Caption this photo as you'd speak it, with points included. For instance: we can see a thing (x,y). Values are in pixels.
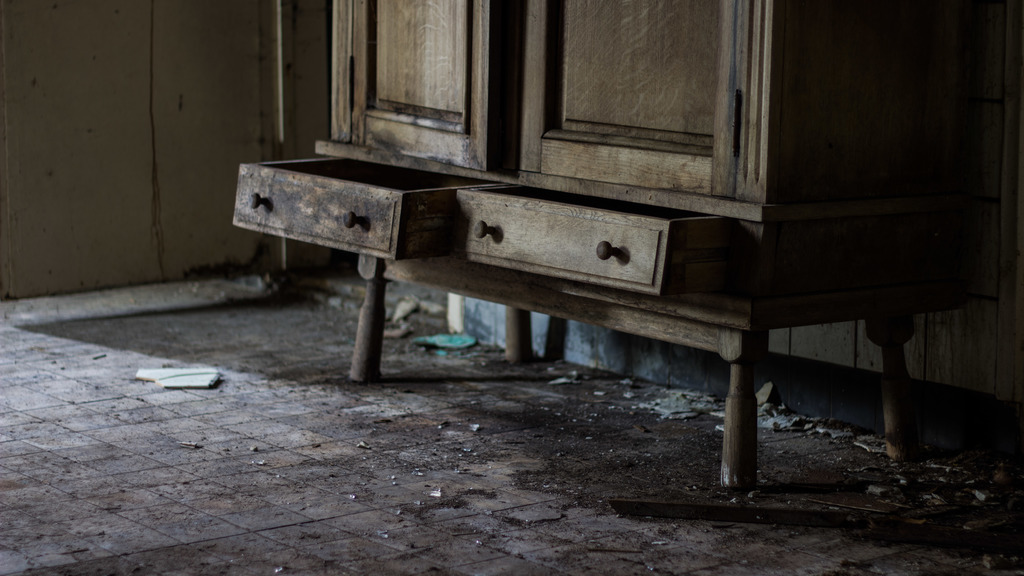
In this picture, we see a cupboard (521,237). Beside that, we see a wall (213,97) in white color. On the right side (807,159), it is black in color. This picture is clicked in the dark.
